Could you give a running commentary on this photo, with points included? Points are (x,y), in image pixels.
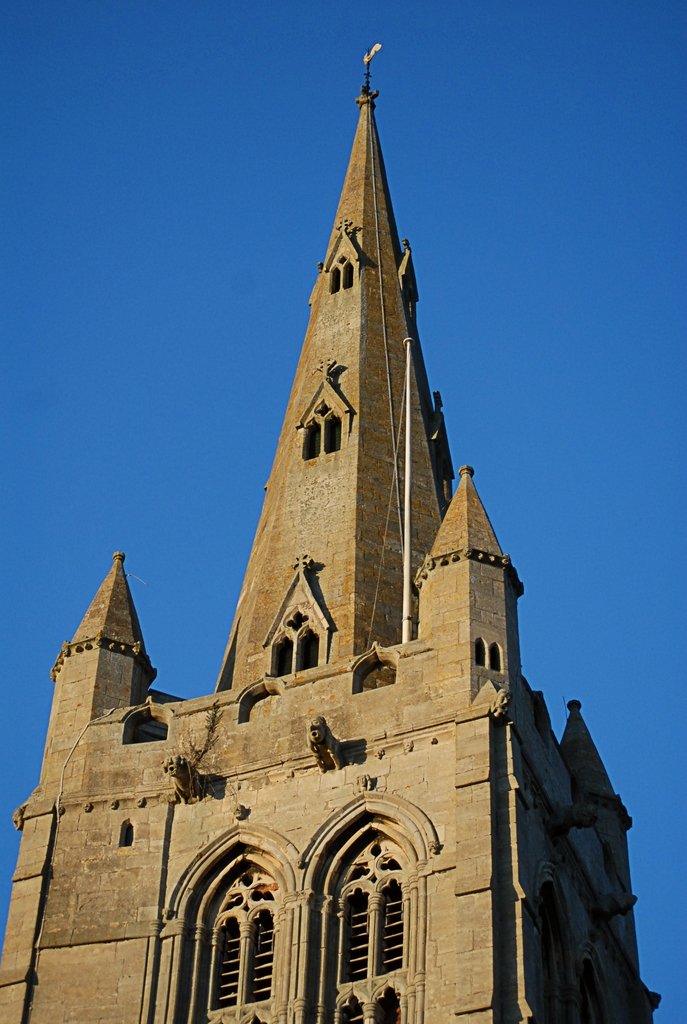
In this image we can see there is a building (327,316) and on that building (351,739) there is a pole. And at the top (273,192) there is a sky (172,277).
